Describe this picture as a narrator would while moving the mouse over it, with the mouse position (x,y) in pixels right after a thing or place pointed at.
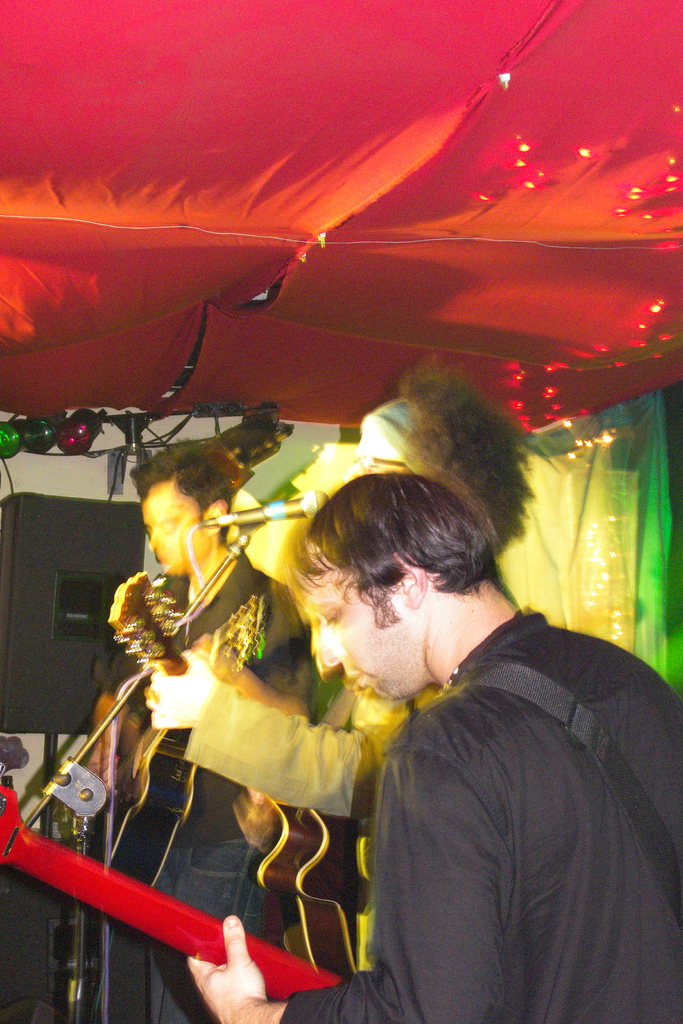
This is a blur image. I can see three people (148,521) standing and holding musical instruments (8,842). One person (184,657) in the center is playing a guitar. At the top of the image (344,115) I can see a red colored cloth rooftop (290,318) and there are some lights (102,422).
